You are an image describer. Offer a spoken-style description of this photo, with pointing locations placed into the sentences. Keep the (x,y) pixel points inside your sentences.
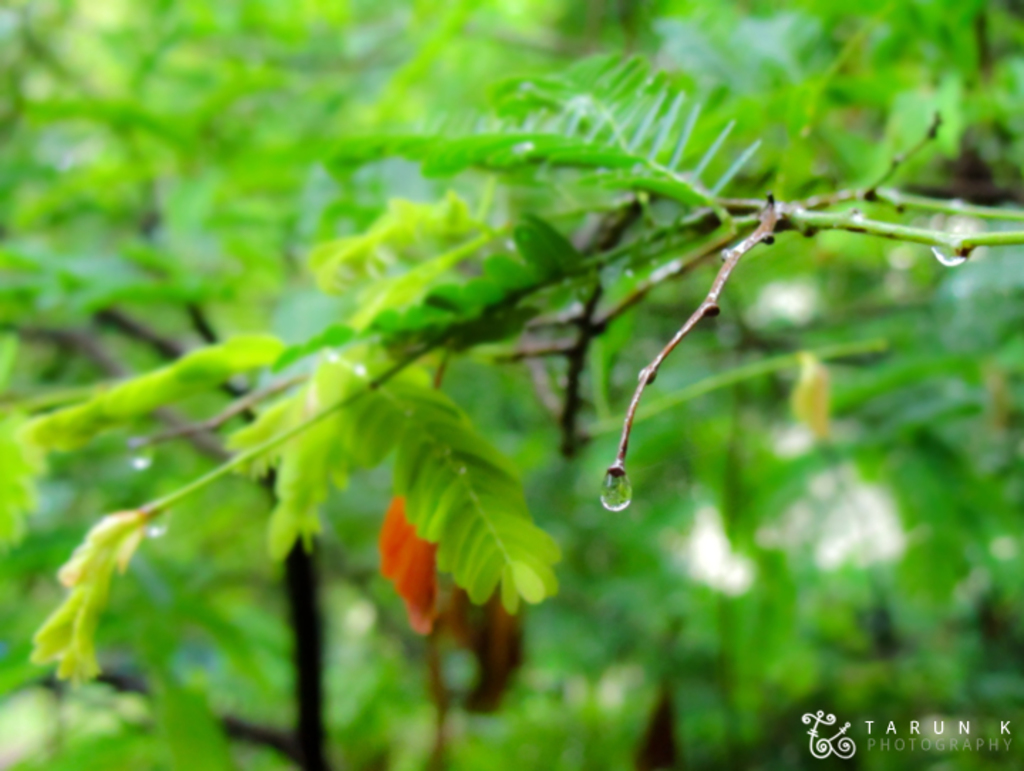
In this picture we can see some leaves (338,429) and water drops (608,488) to the stem (676,338).
